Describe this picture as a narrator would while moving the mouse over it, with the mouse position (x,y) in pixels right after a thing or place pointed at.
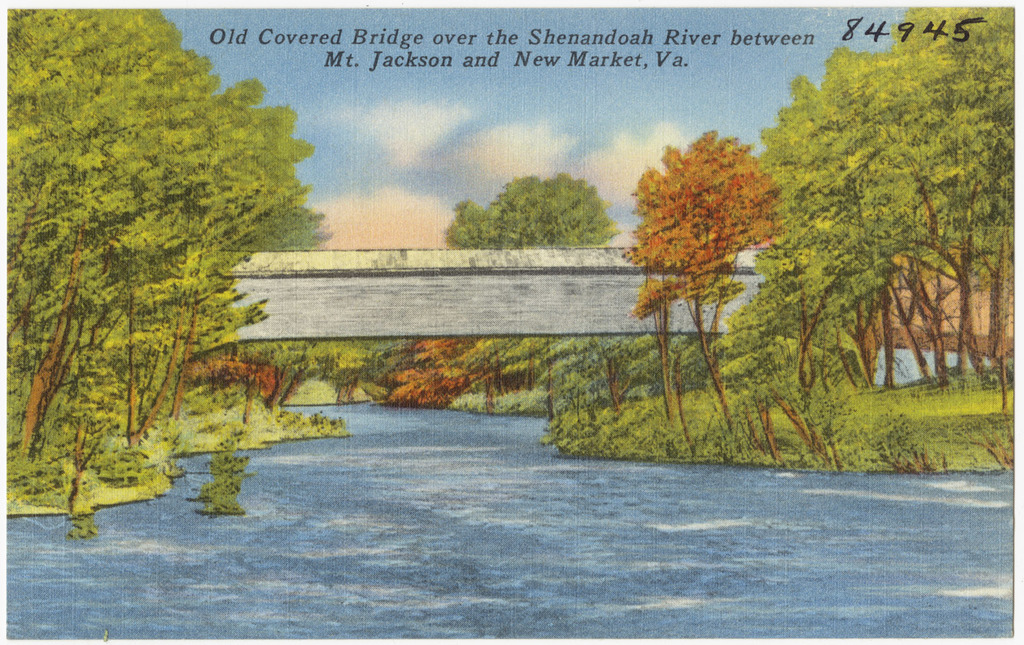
This image consists of a poster (378,382) with a text (457,61) and a few images (524,459) on it. At the bottom of the image (435,549) there is a river (376,495) with water (532,514). At the top of the image (454,127) there is the sky (450,132) with clouds (552,139). On the left (132,299) and right sides of the image there are many trees (825,377) and plants (813,404) on the ground (175,424). In the middle of the image (451,272) there is a bridge (569,294).
